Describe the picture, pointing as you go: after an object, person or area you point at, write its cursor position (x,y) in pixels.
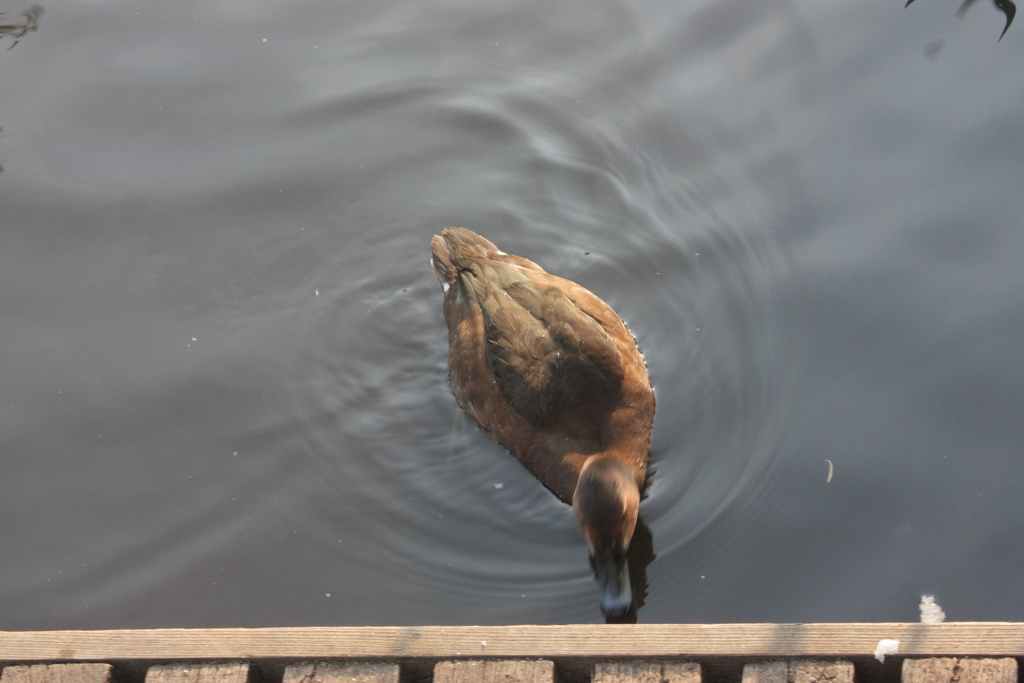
On this water (769,371) there is a bird (612,548).
